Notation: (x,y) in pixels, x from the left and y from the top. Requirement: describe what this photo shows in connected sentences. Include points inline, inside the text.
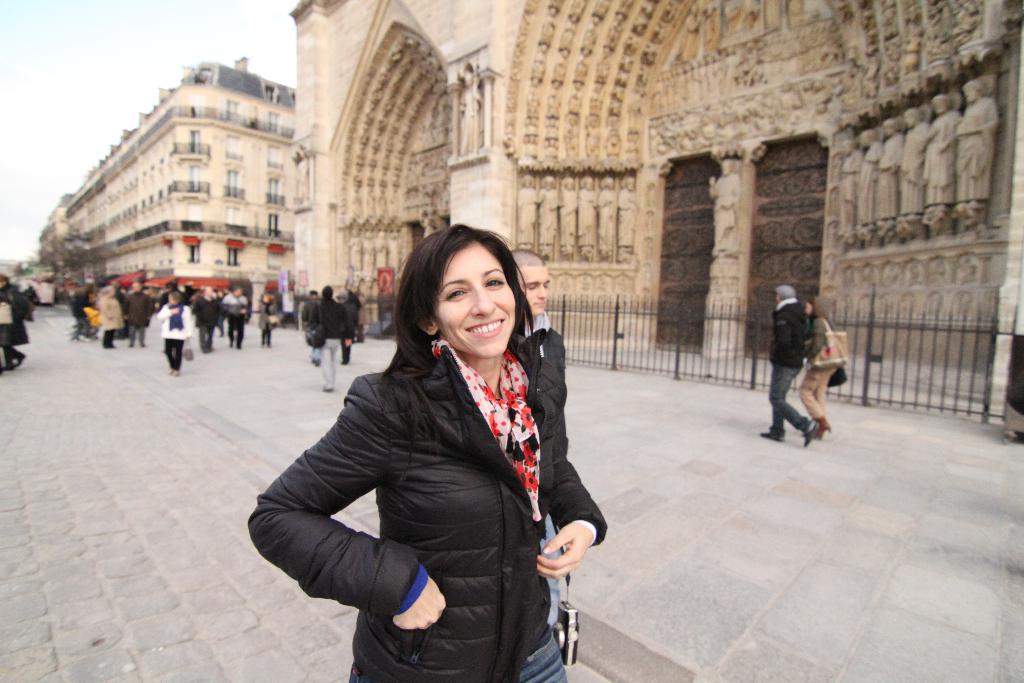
This picture is clicked in the city. In front of the picture, we see a woman (504,455) in the black jacket (490,479) is standing and she is smiling. Beside her, we see a man (555,371) is standing. On the left side (266,309), we see the people (182,339) are standing. On the right side (813,382), we see a man (781,325) and the women (809,316) are walking on the road (722,450). Beside them, we see the railing (885,396) and beside that, we see a building (580,150). In the background (236,180), we see the buildings (241,272). At the bottom (75,562), we see the pavement (146,578). At the top (97,62), we see the sky (65,80). This picture is blurred in the background (212,271).
